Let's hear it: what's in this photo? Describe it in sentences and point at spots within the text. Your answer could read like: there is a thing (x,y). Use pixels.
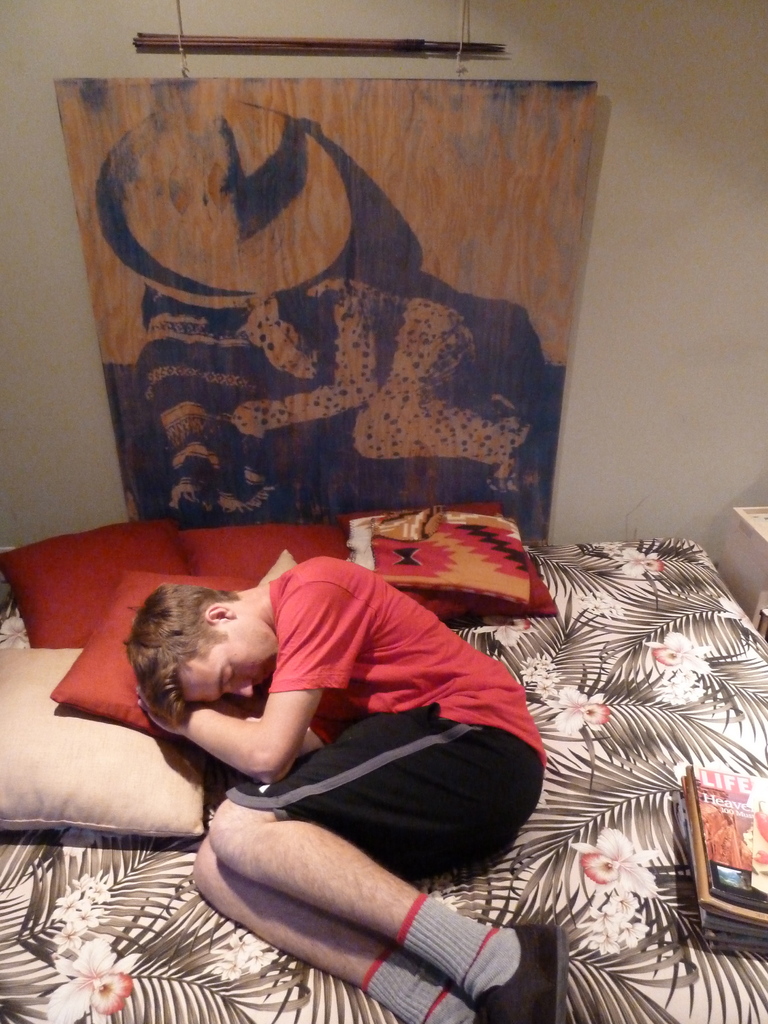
A poster (333,335) on wall (712,266). This person (331,649) is sleeping on a bed (48,943). On this bed (86,975) there are pillows (26,621) and books (739,877). This person (493,777) wore red t-shirt (362,698).
